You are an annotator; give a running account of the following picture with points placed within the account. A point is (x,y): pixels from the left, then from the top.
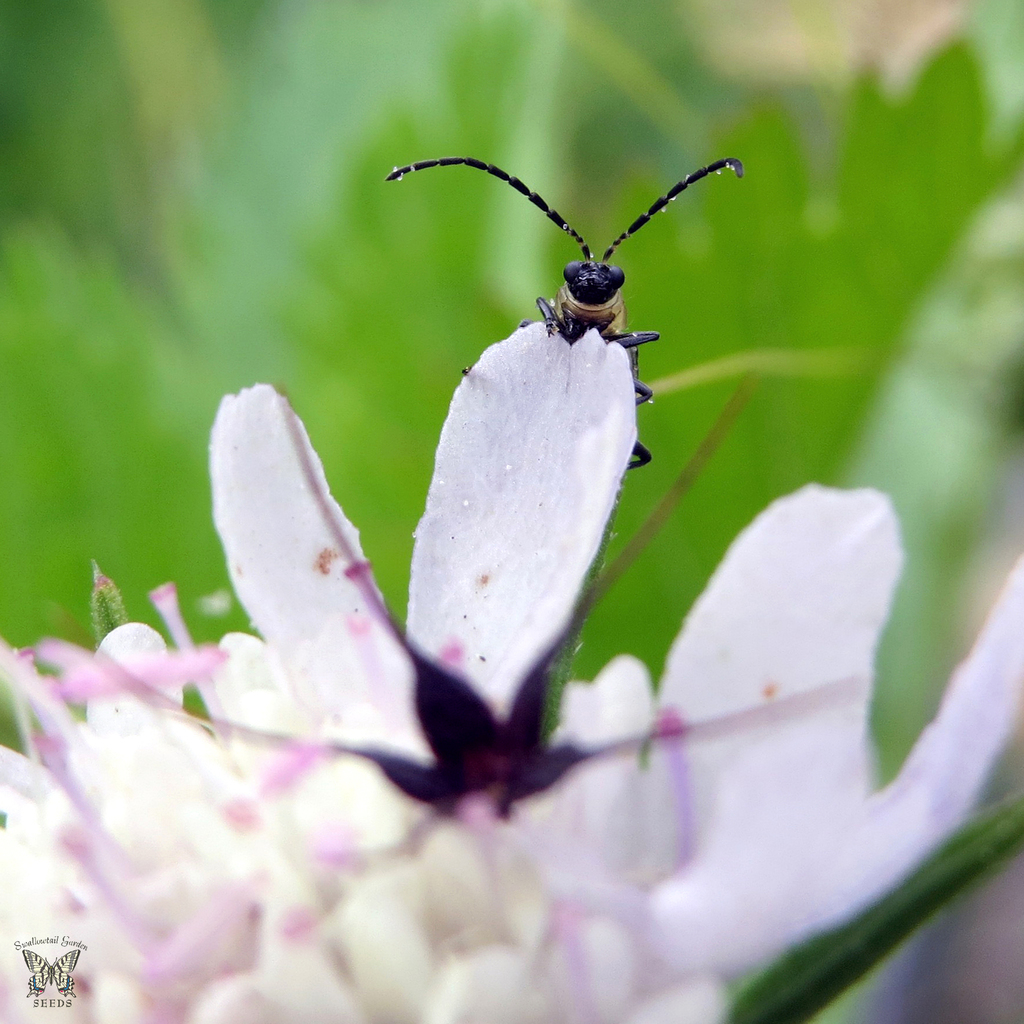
In this image I can see an insect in black color and the insect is on the flower (563,823). The flower (563,823) is in light pink color and I can see green color background (65,528).
